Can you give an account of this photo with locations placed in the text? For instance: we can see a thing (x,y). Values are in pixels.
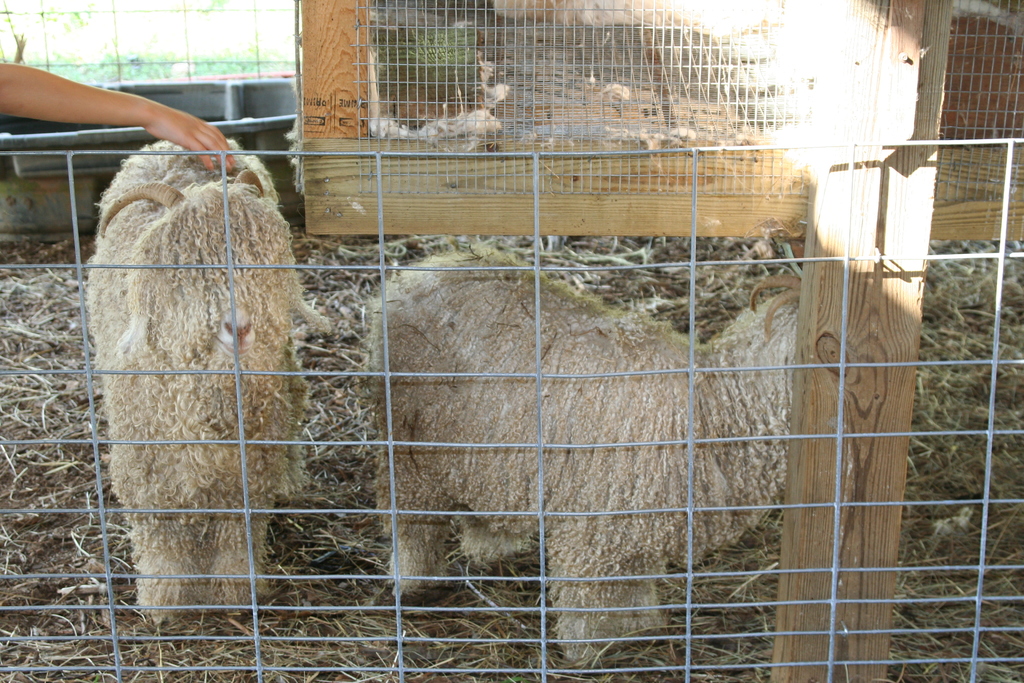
In the foreground of this image (403,424), there are goats (473,462) on the grass (464,625). At the bottom (813,515), there is mesh (843,418) and a wooden pole (870,510). At the top (418,122), there is a wooden object (430,87). On the left (71,103), there is a person's hand (116,107). In the background (195,50), there is another mesh (195,64).
